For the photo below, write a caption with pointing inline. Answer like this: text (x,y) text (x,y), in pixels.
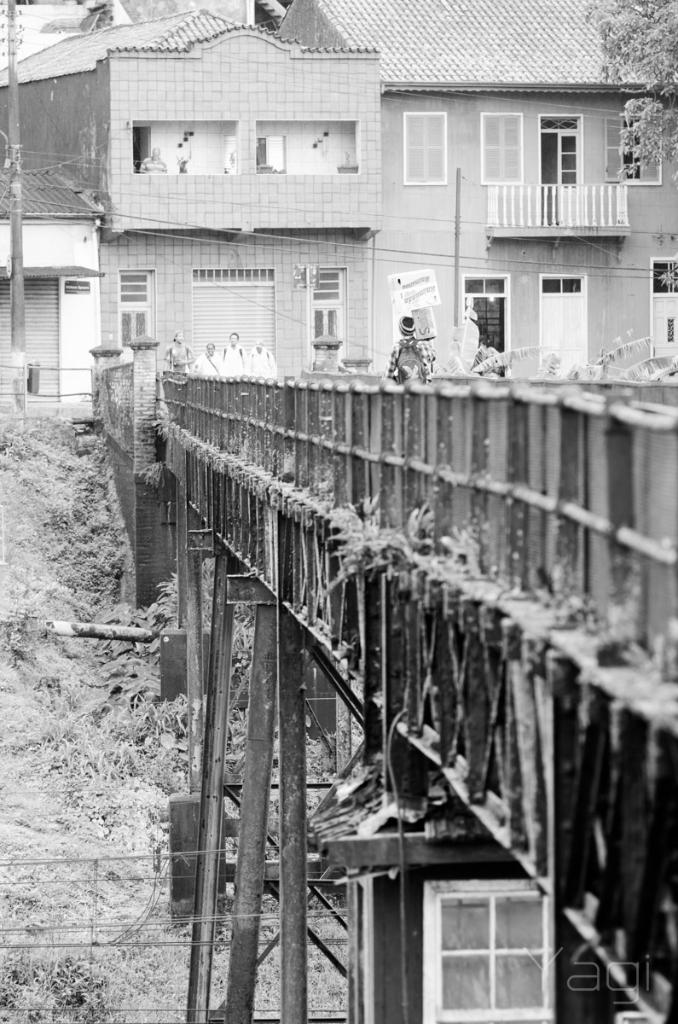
This image consists of a building (165,263) along with windows (533,920) and door (663,352). In the front (456,676), there is a bridge (417,682) made up of metal (548,763). At the bottom (64,763), there is a ground (30,708). To the top right (656,73), there is a tree (637,95).
